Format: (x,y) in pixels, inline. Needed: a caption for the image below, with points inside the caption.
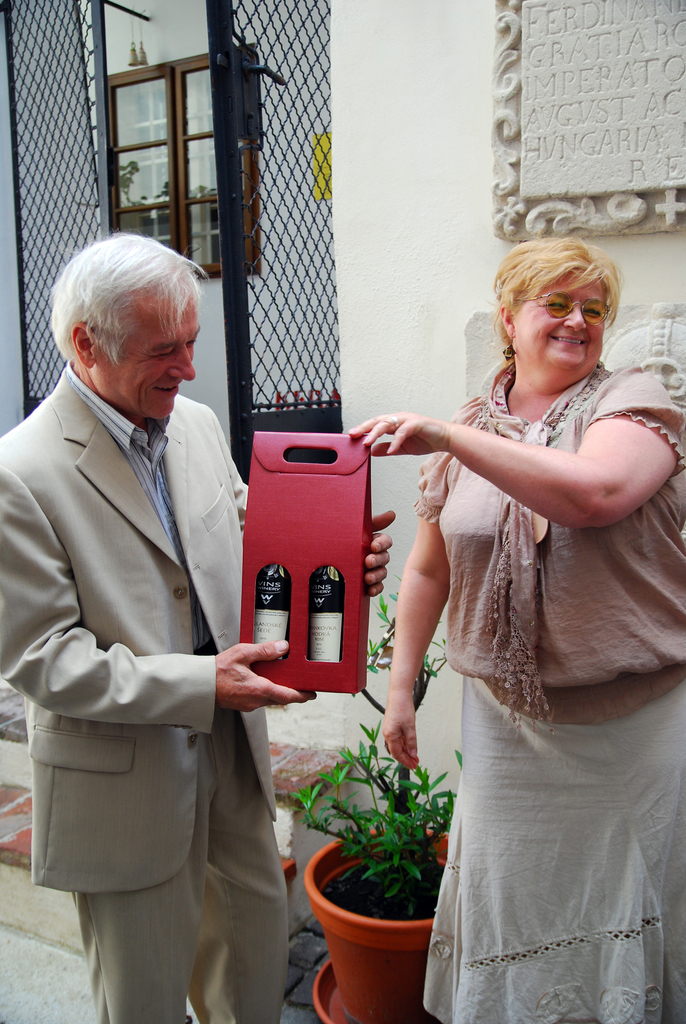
Here a woman (558,638) is giving box (323,532) to a man (167,639). Behind them there is a flower pot (364,937). plant (384,847), gate (274,156), window (205,169) and a wall (485,126).
